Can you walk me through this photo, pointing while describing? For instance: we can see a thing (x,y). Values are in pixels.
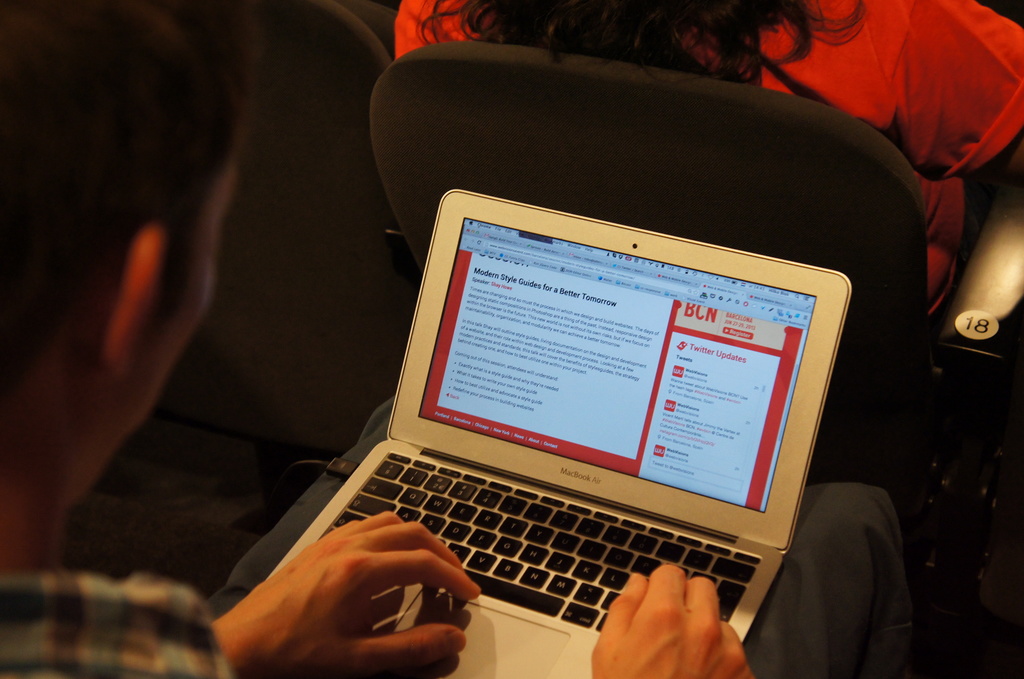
In this picture we can see a laptop (736,499) on the lap (285,514) of a person (740,642). We can see a woman (694,18) sitting on the chair (989,340). There is a number (966,335) visible on this chair (989,340).
